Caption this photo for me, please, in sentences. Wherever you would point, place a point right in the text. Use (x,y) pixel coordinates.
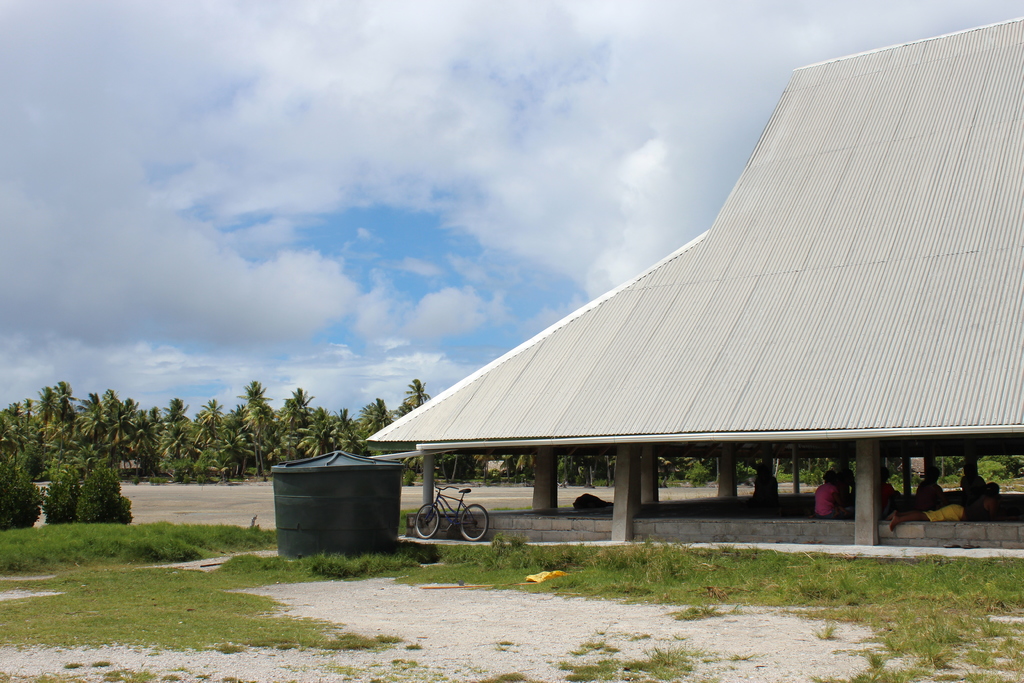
In this image there is a plastic container (353,519), a bicycle (429,517) and there are a few people (761,491) sitting inside a structure (871,489) with concrete pillars (648,497), in the background of the image (408,467) there are bushes (79,502) and trees (254,441), at the top of the image (326,144) there are clouds (525,223) in the sky (570,282).
